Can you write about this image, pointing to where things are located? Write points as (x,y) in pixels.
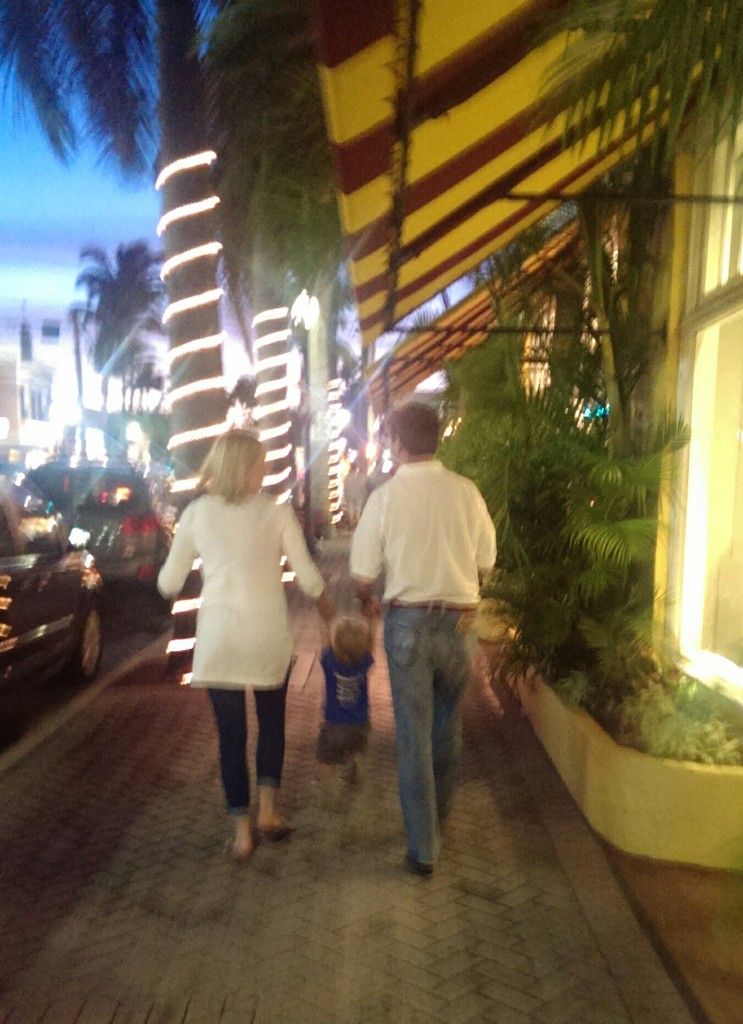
In this image we can see two persons (255,537) holding the hands (367,611) of a kid (359,744), there are vehicles (99,528) on the road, there are plants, trees (273,58), also we can see houses (709,164), lights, and the sky (104,229).
